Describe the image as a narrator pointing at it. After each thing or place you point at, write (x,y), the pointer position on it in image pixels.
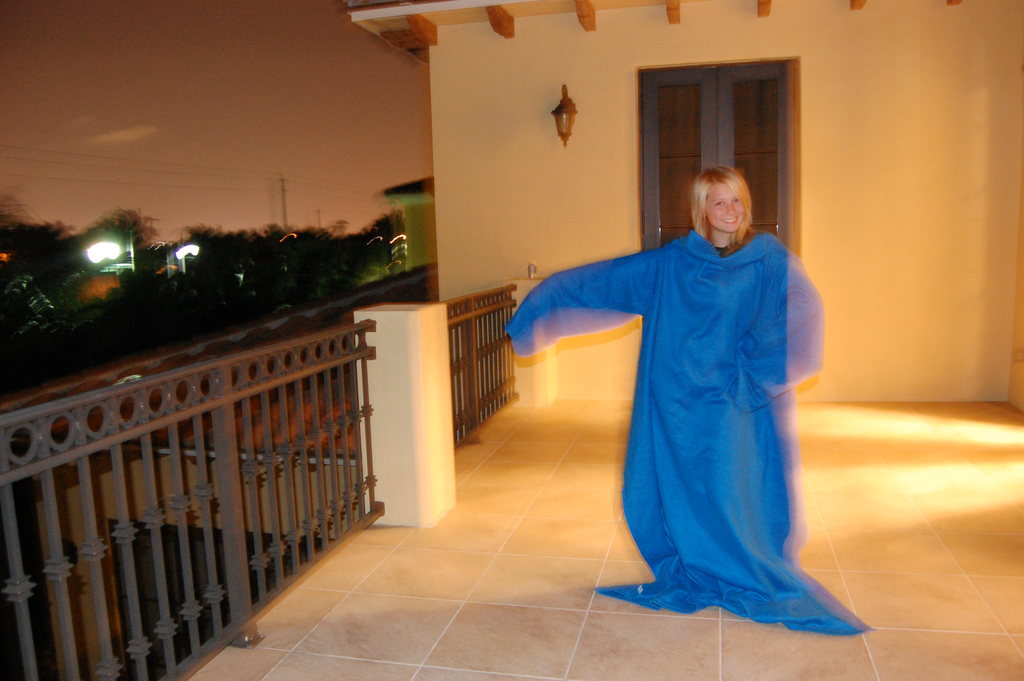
There is a girl (643,252) in the foreground area (551,338), there is a boundary (10,541) on the left side (230,425) and a window (718,153) and a lamp (562,117) behind her, there are trees (288,247), wires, poles (133,245), lights (397,236) and sky (347,171) in the background (221,207).
